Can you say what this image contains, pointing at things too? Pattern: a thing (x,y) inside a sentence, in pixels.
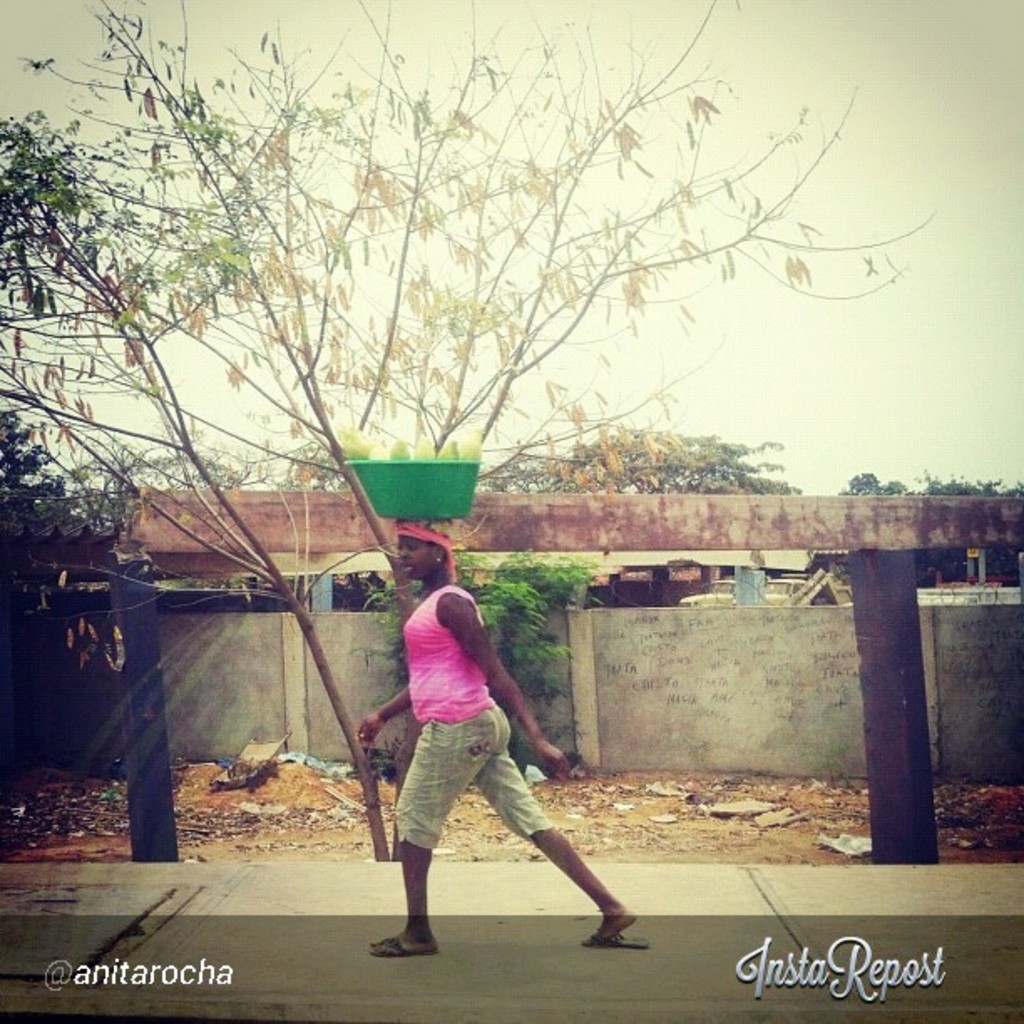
In this picture I can observe a woman (401,794) walking on the road (694,874). There is a green color tub (413,477) on her head (407,566). I can observe poles (132,620) on either sides of the picture. In the background (845,640) there is wall (768,701), some trees (522,636) and sky (647,309). I can observe watermarks (143,973) on either sides of the picture, on the bottom (785,959).
